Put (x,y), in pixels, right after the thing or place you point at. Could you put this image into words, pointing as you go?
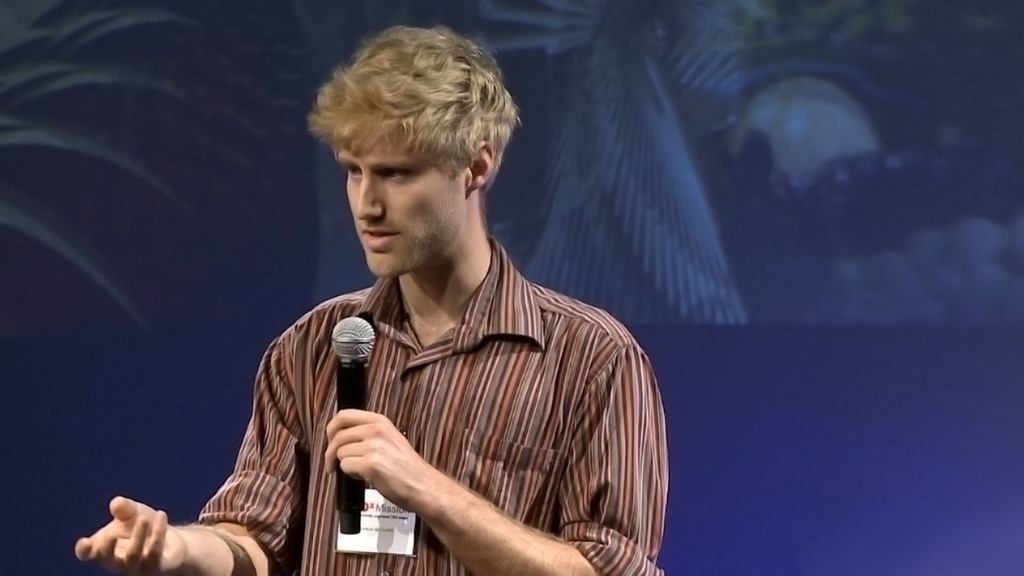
A man (505,392) with lines shirt (527,418) is standing and holding a mic (343,492) in his left hand (346,441). To his shirt (381,558) there is a card (382,530). In the background (688,315) there is a screen (843,260) with blue color.
